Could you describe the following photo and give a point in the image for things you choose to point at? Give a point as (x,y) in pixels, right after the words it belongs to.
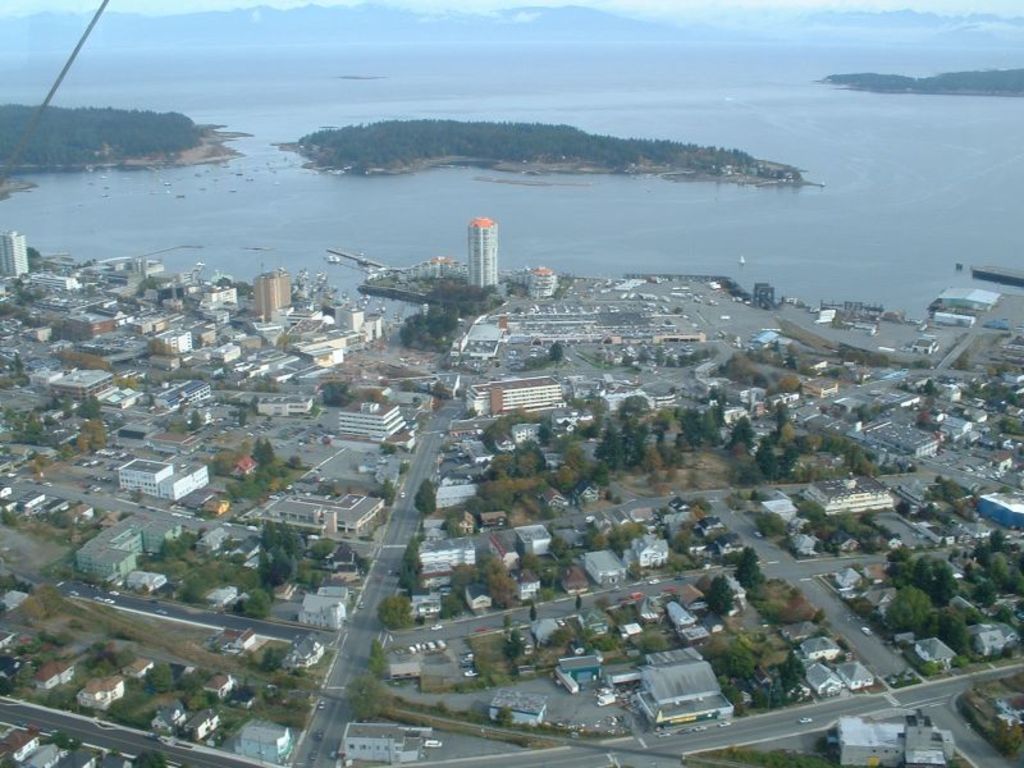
In this picture we can observe roads (412,480), buildings (485,601) and trees (500,498). We can observe some vehicles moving on these roads (416,464). There is an island (460,143). We can observe a sea (455,91) in the background (393,83). There are hills (279,30).
